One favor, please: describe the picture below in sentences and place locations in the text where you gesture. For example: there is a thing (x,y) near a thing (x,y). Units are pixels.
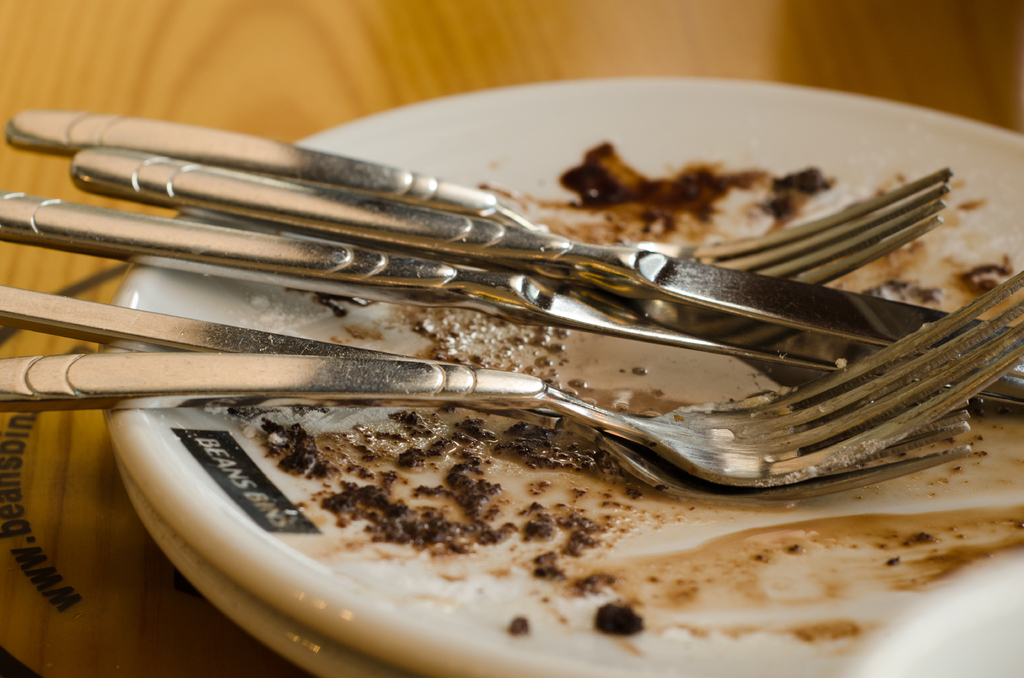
In this image, we can see some plates (430,462) with forks (462,387) and knives (431,267). We can also see the wooden surface (275,80). We can also see some text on the left (41,570).
